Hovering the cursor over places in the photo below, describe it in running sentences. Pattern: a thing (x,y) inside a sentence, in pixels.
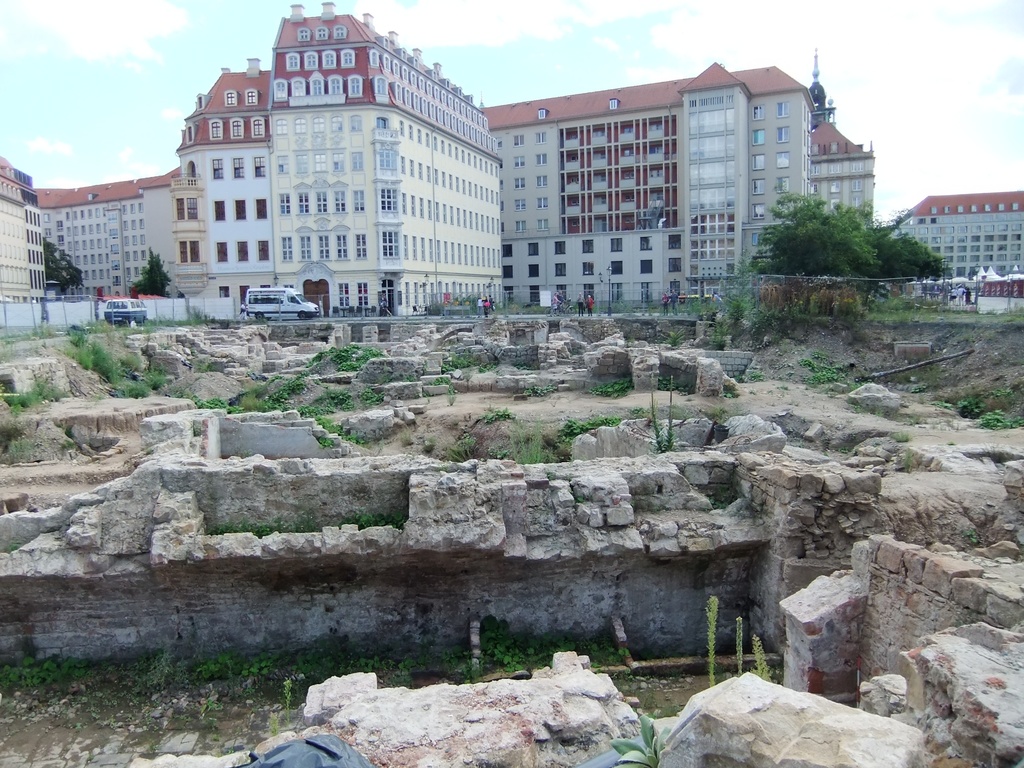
In the picture we can see a rock wall (848,703) and between we can see some surfaces (554,423) with plants (671,387) and behind it, we can see some buildings (242,235) with windows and near the building (231,242) we can see some vehicles (281,315) and tree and behind it we can see a sky (672,43) and clouds (392,2).
